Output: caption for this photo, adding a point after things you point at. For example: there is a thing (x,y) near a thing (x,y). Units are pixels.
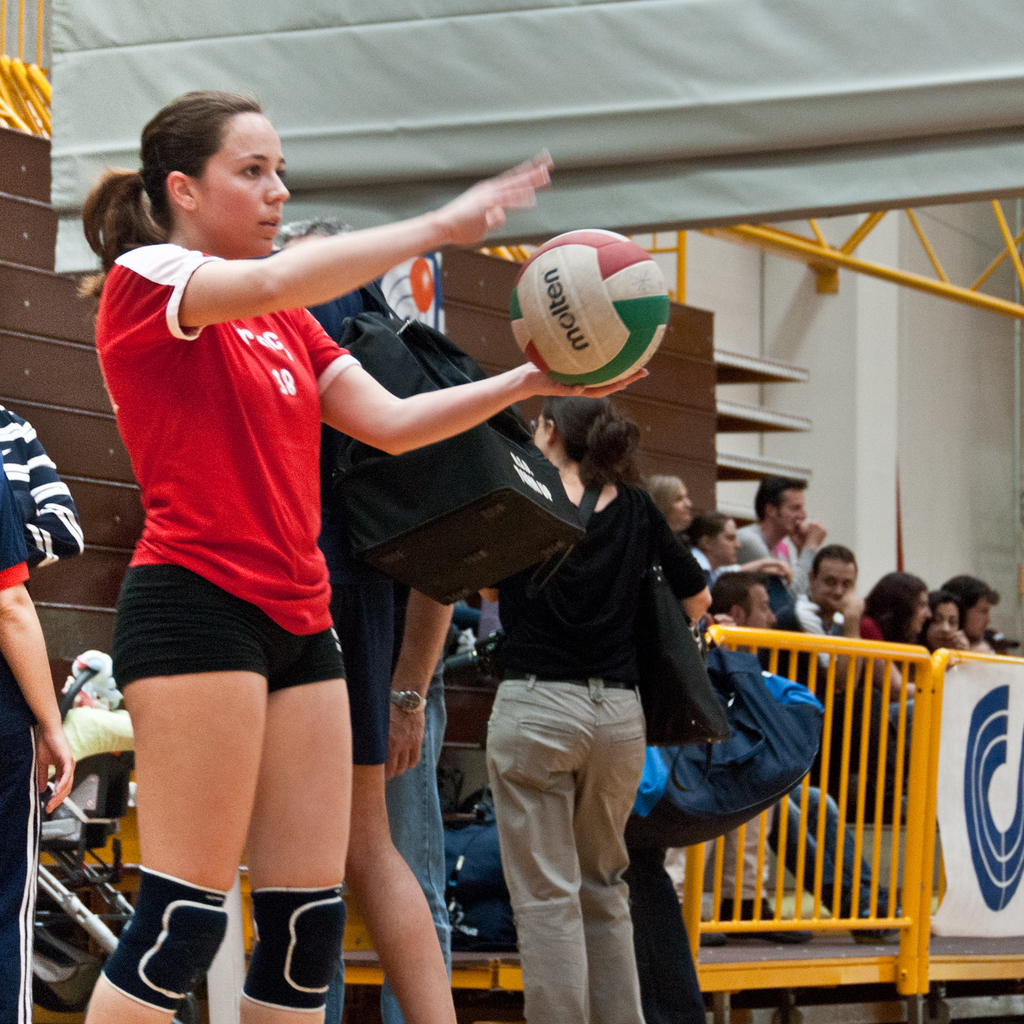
In the picture we can see a woman (207,729) holding a ball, in the background (536,634) we can see many people (550,629) standing near the railing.
